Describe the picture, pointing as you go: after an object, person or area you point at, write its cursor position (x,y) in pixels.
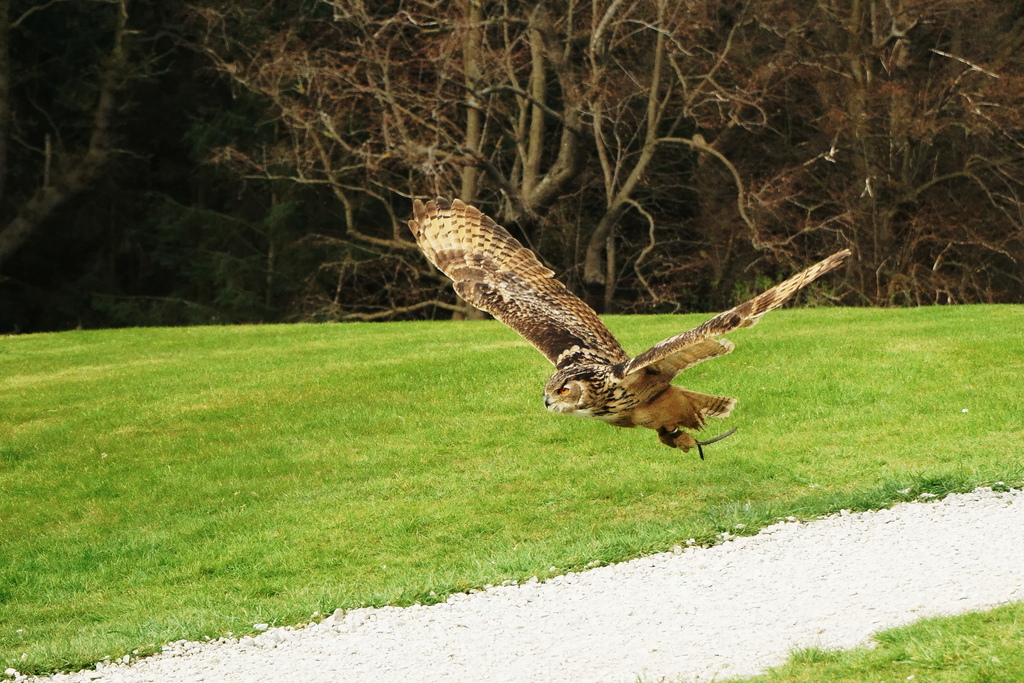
In the center of the image (648,399) there is an owl (644,380) flying. In the background (586,419) we can see grass (339,424) and trees (374,189).
